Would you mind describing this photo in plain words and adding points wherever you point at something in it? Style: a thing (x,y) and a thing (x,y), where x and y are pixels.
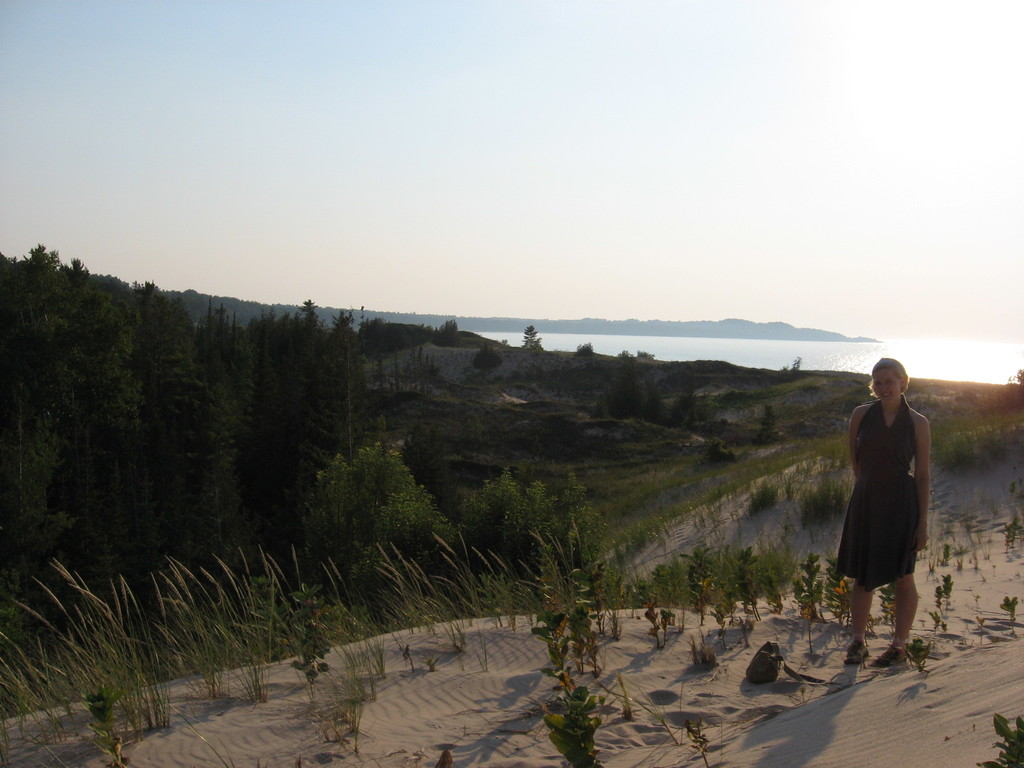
At the bottom of the image (535,646) there is sand (750,705). In the middle of the image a woman (893,398) is standing and smiling. Behind her there are some trees (140,360) and grass (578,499) and water (828,367). At the top of the image (788,83) there is sky (663,282).
